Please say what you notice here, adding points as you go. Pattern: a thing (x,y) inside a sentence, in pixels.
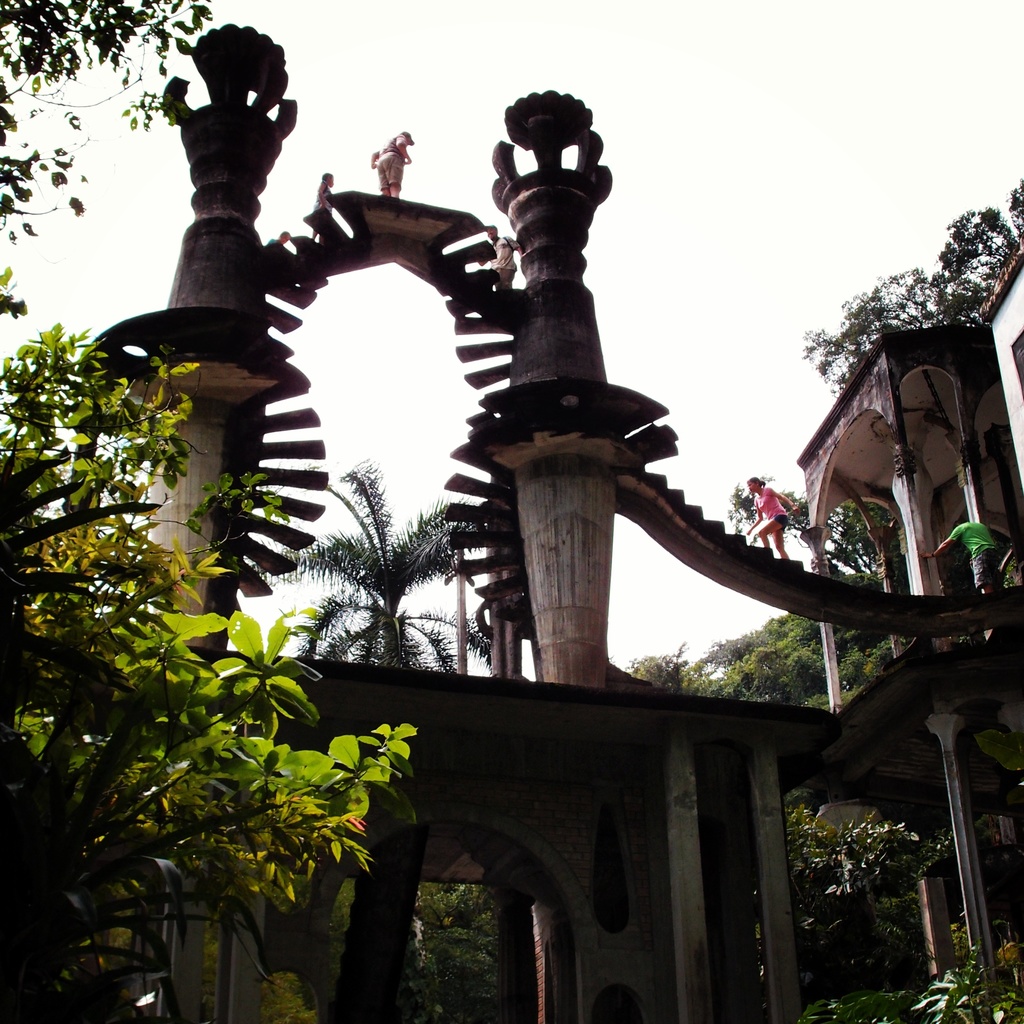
In this picture I can see an arch (241,253) with pillars (263,167) and stairs (772,590), there are few people (755,546) standing on the stairs (789,590), there are trees (856,575), and in the background (665,226) there is the sky (737,45).
